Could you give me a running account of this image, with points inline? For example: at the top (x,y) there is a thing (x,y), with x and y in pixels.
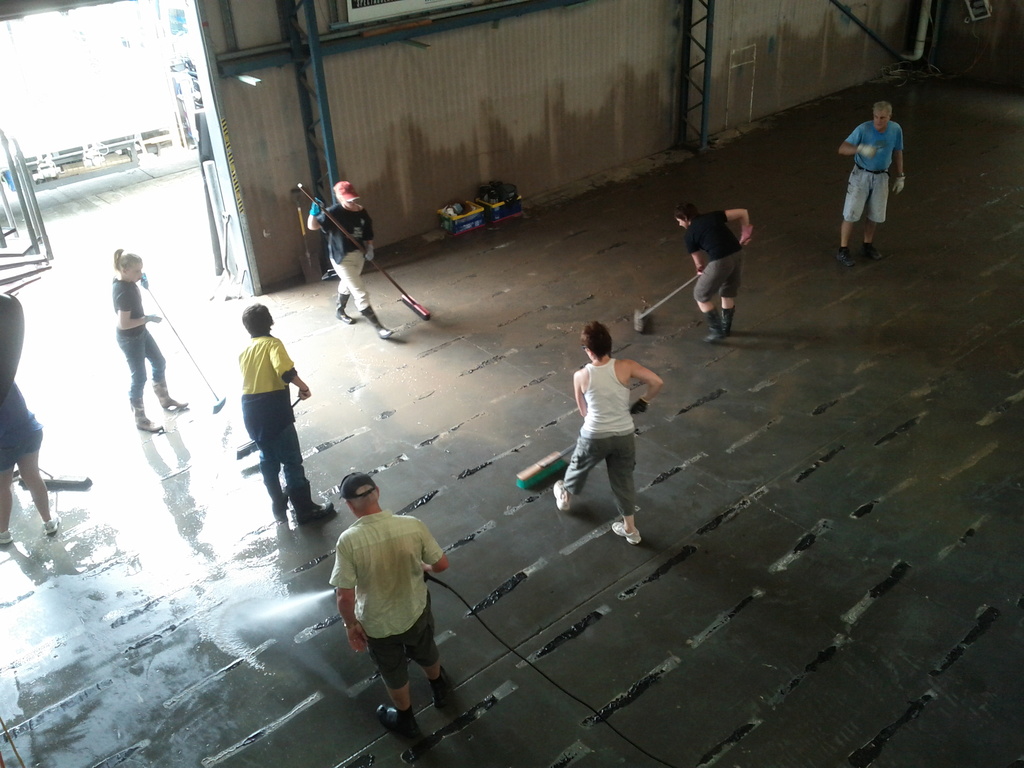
In this image, we can see some people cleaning the floor (457,631), we can see the wall (677,78).
